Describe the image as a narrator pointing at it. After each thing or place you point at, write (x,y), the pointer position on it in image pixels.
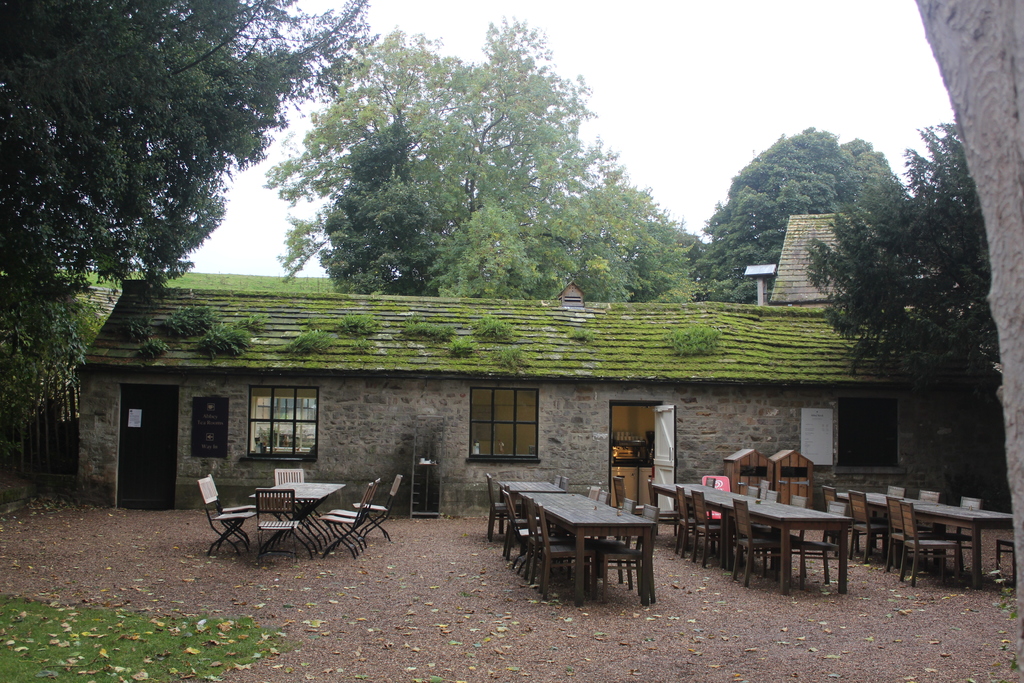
In this picture there are tables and chairs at the bottom side of the image (555,491) and there is a house (440,335) in the center of the image (442,332), on which there are windows (504,428) and there are trees (606,216) in the background area of the image (923,234).
